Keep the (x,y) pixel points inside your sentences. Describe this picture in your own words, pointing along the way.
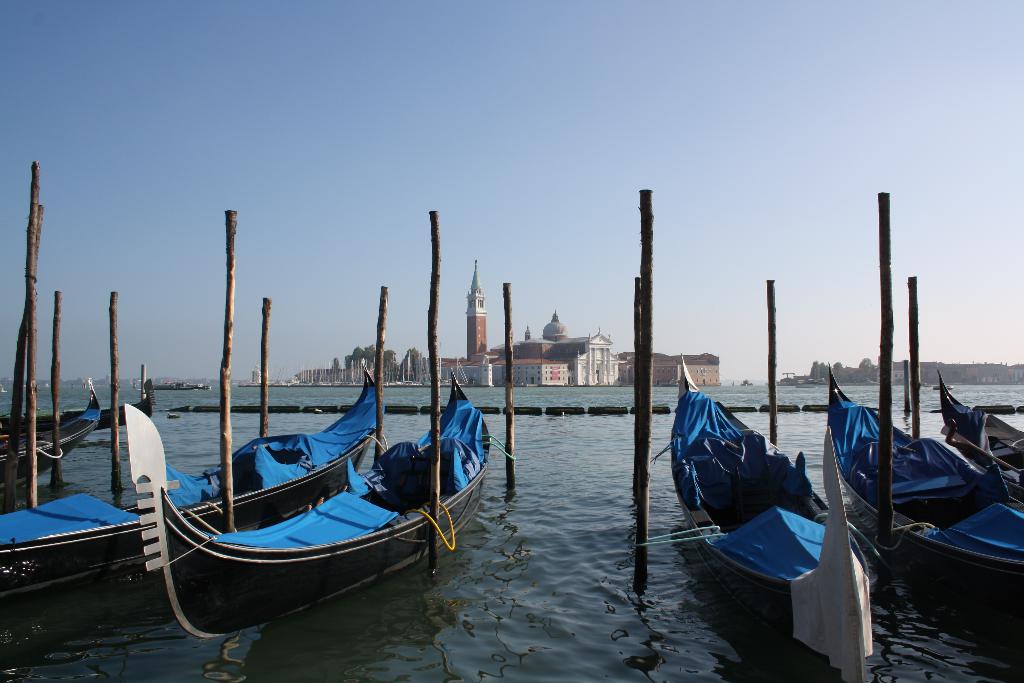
In the center of the image (612,360) we can see buildings (500,360), trees (385,363). In the background of the image (425,418) we can see the water (615,484). At the bottom of the image (464,506) we can see poles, boats (325,441). At the top of the image (430,108) there is a sky (493,221).
